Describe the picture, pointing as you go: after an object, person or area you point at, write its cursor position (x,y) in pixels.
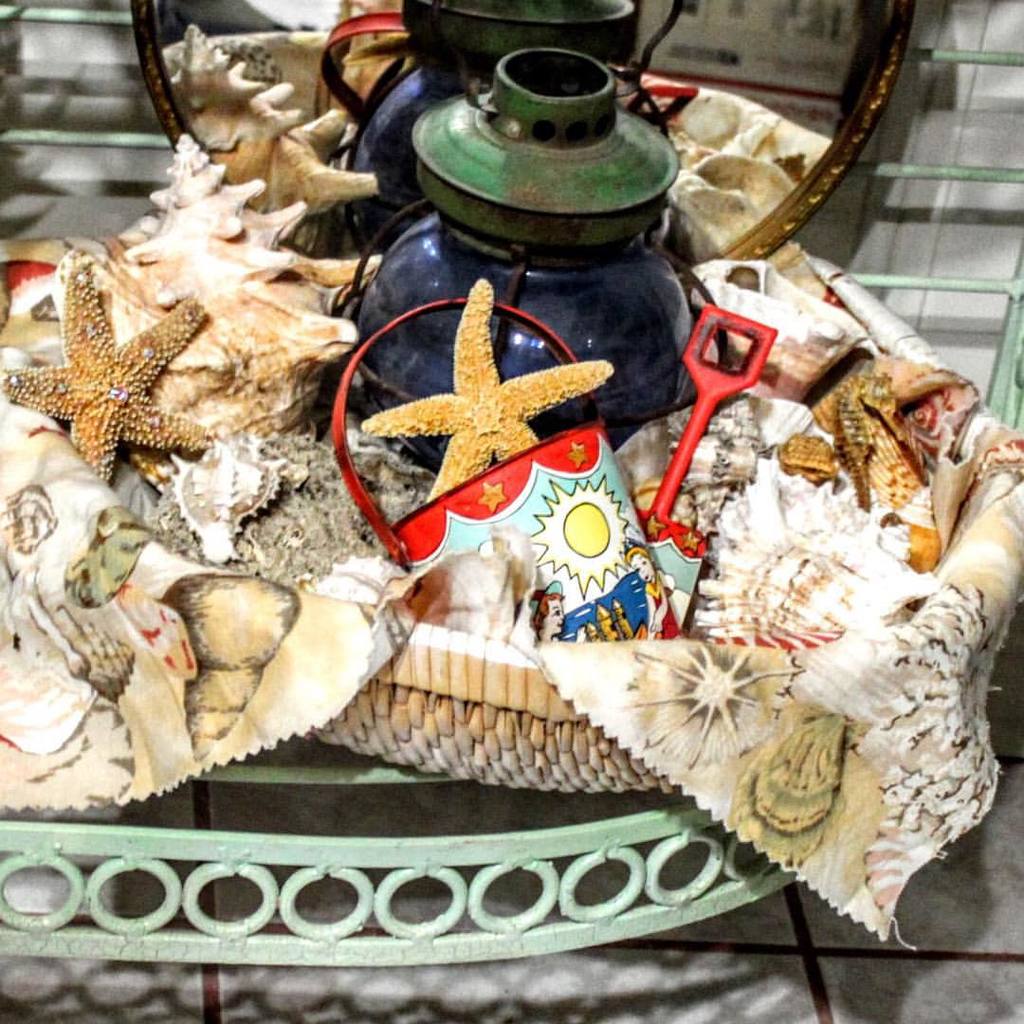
In this image we can see a mirror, lamp (415,339), bucket (466,526), cloth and some objects (503,604) in a basket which is placed on a metal frame (267,851). On the backside (317,915) we can see some metal poles (858,287) and a floor (301,894).
